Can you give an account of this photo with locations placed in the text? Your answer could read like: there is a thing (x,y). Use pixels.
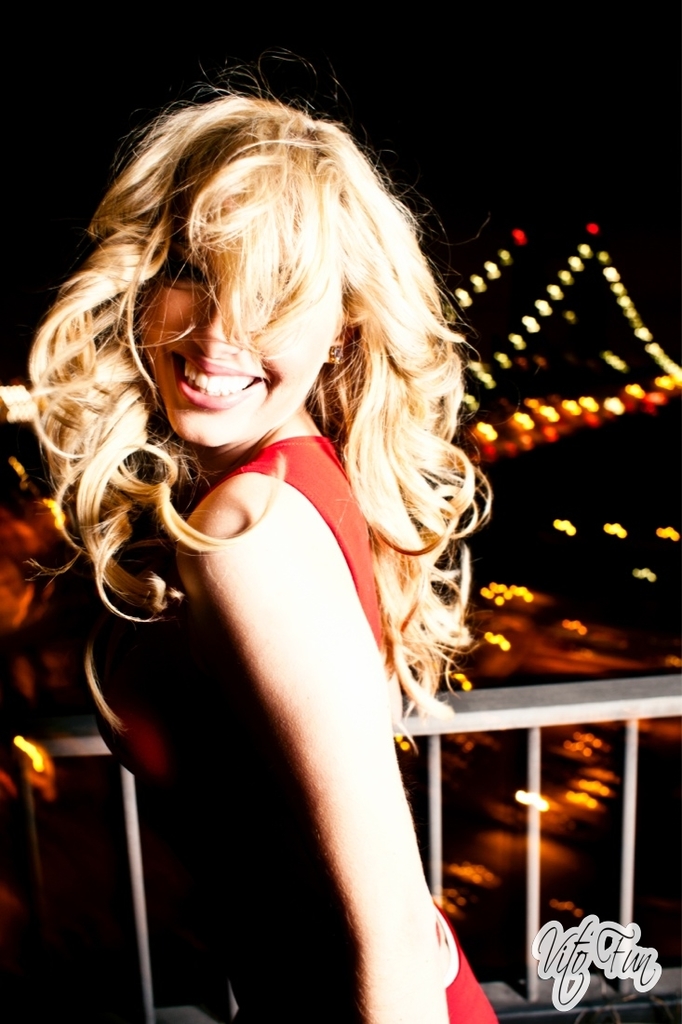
In this image I can see the person (217,663) standing and wearing the red color dress (233,747) and she is smiling. She is standing to the side of the railing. In the back (574,740) I can see the many lights (550,416) and there is a black background (35,24).
